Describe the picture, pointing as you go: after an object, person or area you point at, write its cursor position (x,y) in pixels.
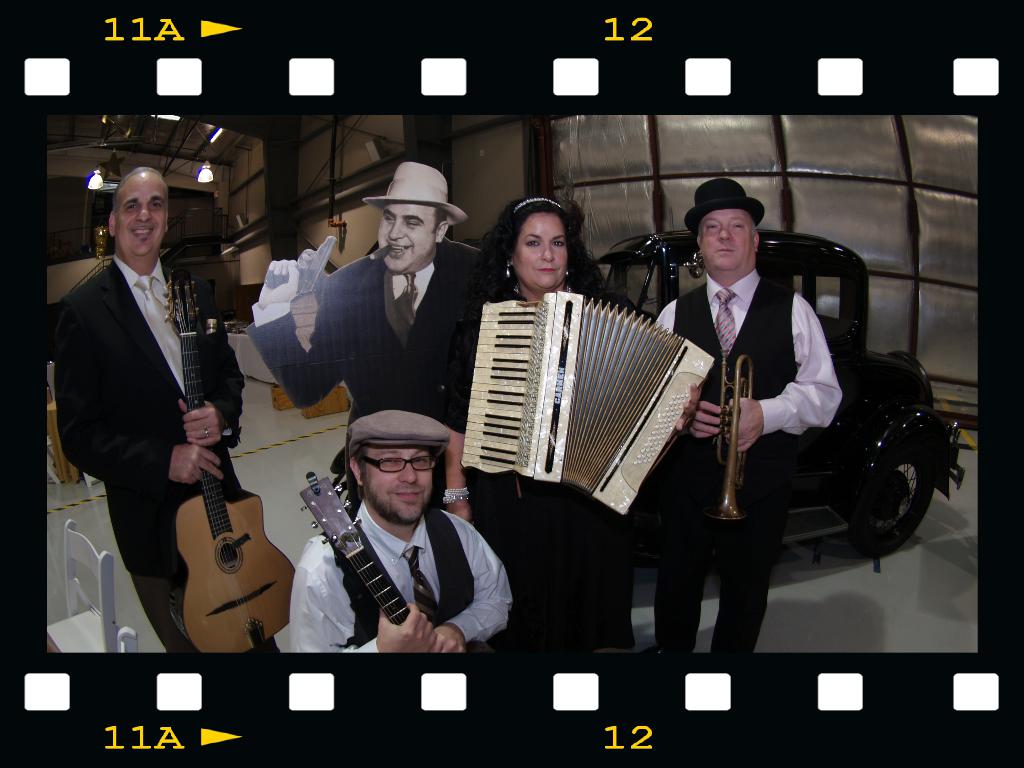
In this image there is a person (126,350) wearing a suit (123,371) and tie (170,352) is holding guitar (227,638) in his hand (177,480). Beside there is a person (404,587) wearing spectacles (397,465) and cap (403,440) is holding a guitar (382,584). A woman (528,464) is holding a musical instrument (589,366). A person (788,371) wearing a black colour cap (723,204) is holding trumpet (734,455) in his hand (753,445). There is a picture (405,360) of a person (347,340) wearing suit (376,297), tie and cap (392,185) is holding gun (313,287) in his hand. Behind them there is a car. Few lights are hanged to roof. Left bottom there is a chair (101,615).
